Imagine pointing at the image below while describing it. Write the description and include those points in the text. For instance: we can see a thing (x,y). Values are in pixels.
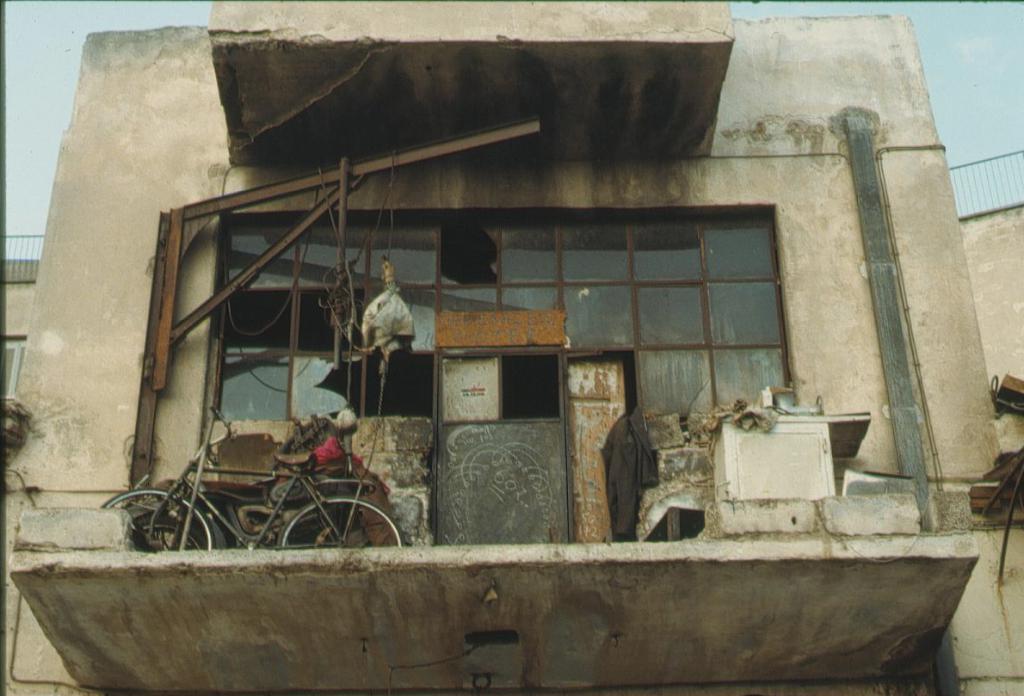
In the picture I can a bicycle (372,513), a door (505,532), framed glass wall (602,335), a building (436,318), fence (1017,195) and some other objects (850,479). In the background (969,84) I can see the sky (954,93).
